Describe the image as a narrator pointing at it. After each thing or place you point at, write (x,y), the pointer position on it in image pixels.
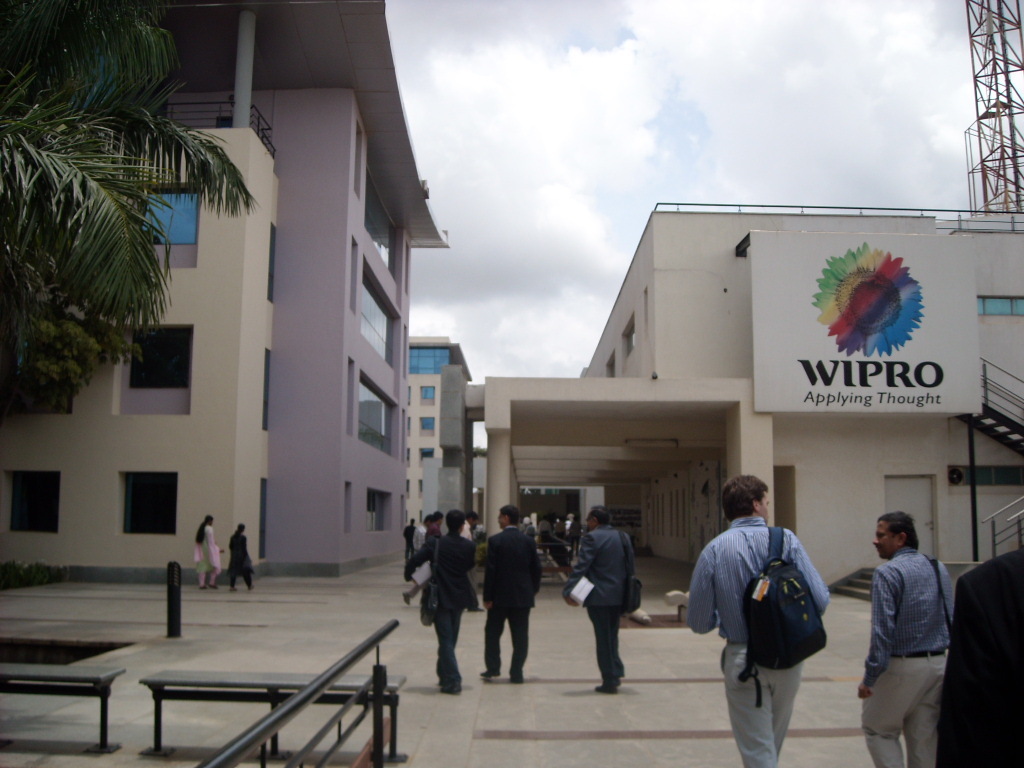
In this image there are benches (53,687), iron rods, group of people (617,643) standing, buildings (609,380), trees (2,13), board (970,360), tower (995,209), and in the background (881,32) there is sky (839,49).
